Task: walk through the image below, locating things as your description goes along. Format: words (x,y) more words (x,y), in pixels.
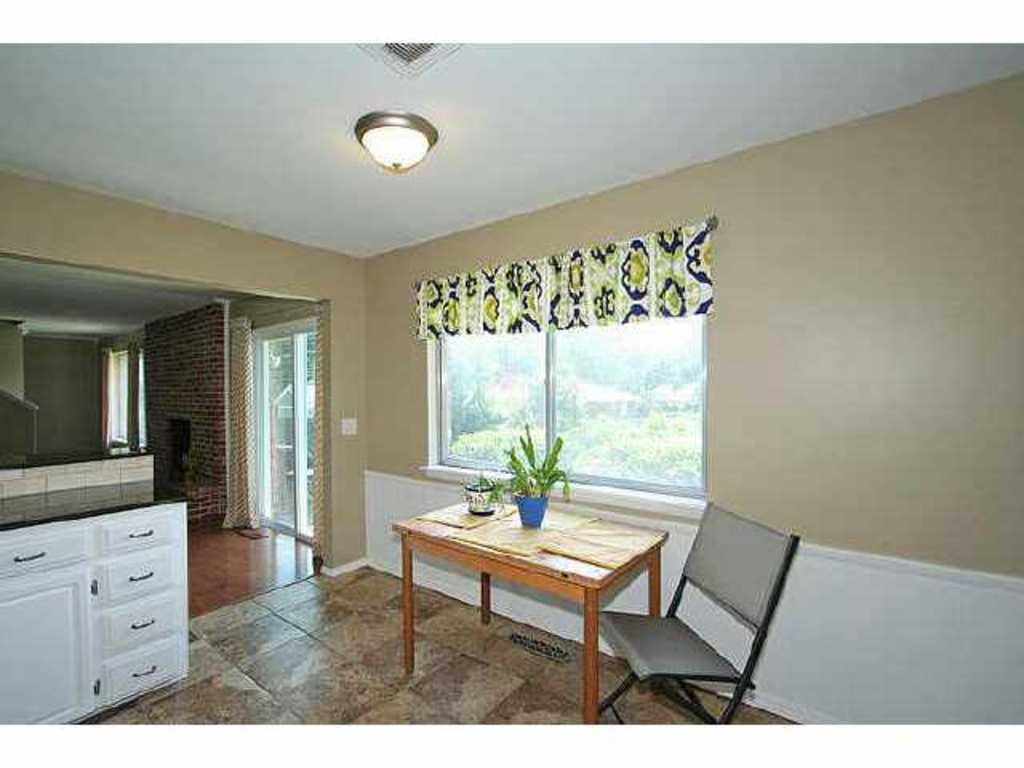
In this image I can see there is a table (546,556) on the floor (564,686) and a chair (668,676). On the table (495,536) we have pot (534,498) of a plant (539,482), on the left of the image (126,589) we have cupboard (78,599) and a kitchen table (58,507), on the right side of the image (937,267) we have a window (618,379) and a wall (885,351).
